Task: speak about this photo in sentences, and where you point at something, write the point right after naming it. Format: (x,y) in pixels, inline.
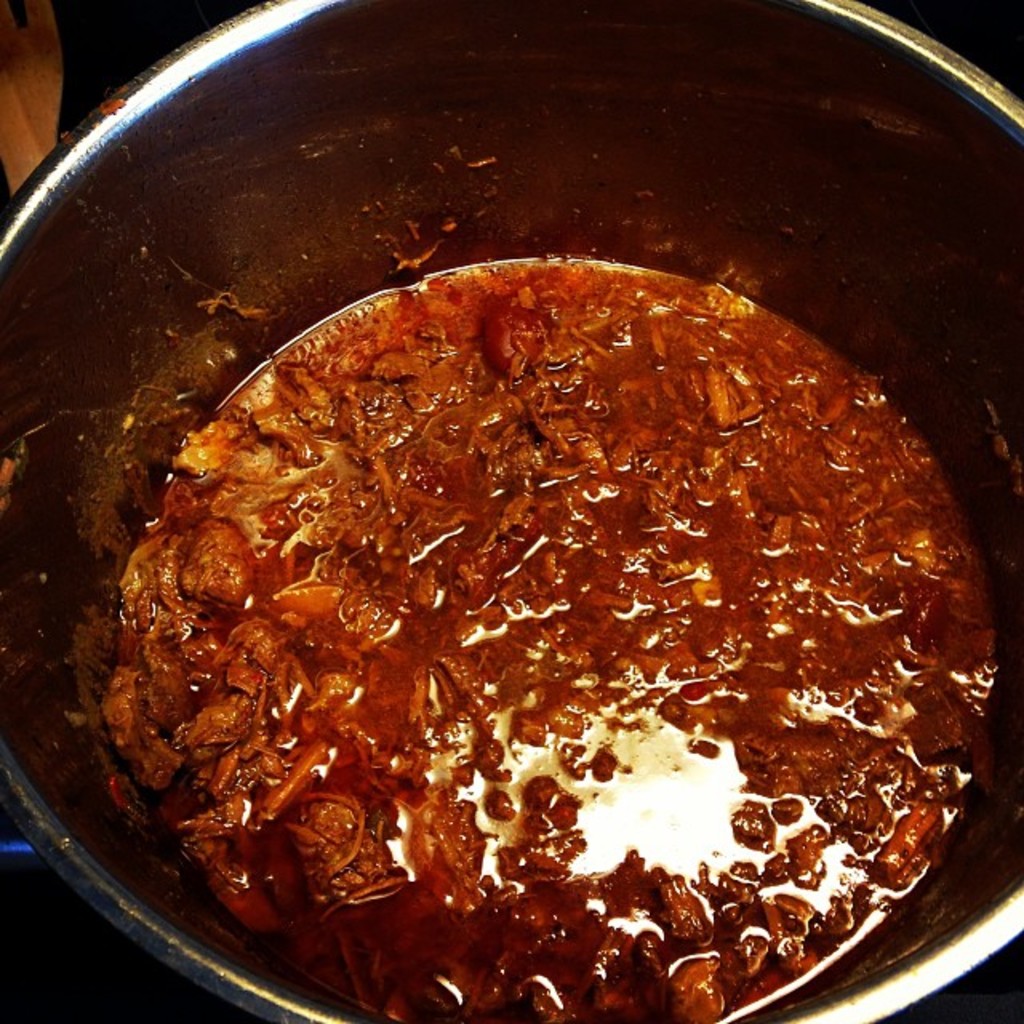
This picture shows food (502,762) in the vessel (41,732) looks like a curry (361,602). it is red in color.
